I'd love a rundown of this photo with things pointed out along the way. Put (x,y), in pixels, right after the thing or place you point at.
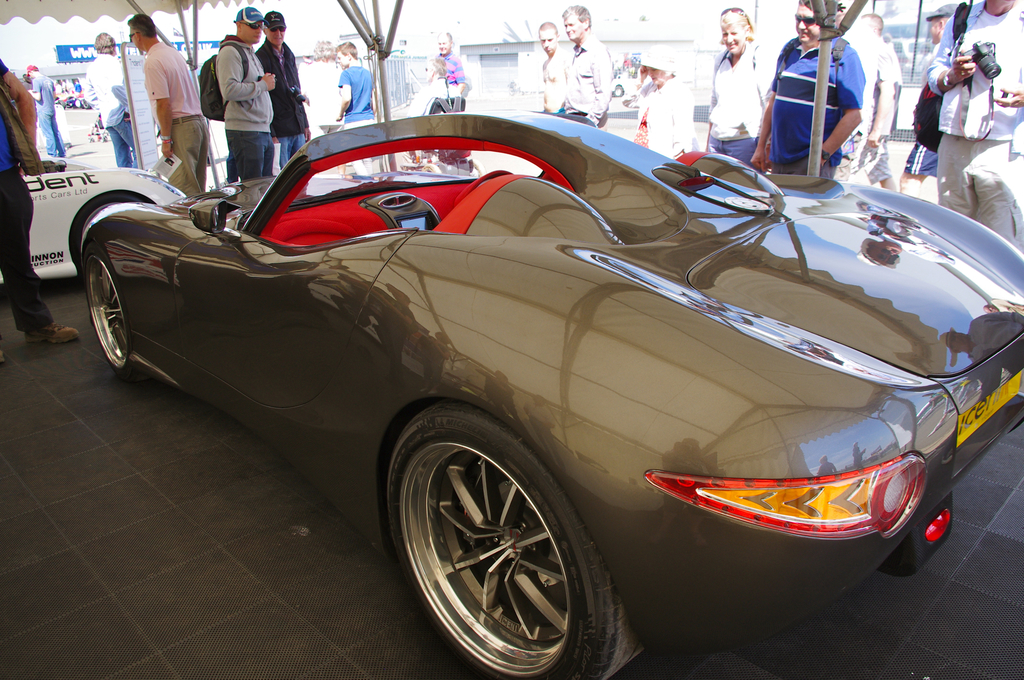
In this image, we can see some persons (798,120) standing and wearing clothes (53,130). There is a person (970,104) in the top right of the image (957,142) holding a camera (979,55) with his hand (965,71). There are poles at the top of the image (823,57). There is a car (657,230) in the middle of the image (438,444).
